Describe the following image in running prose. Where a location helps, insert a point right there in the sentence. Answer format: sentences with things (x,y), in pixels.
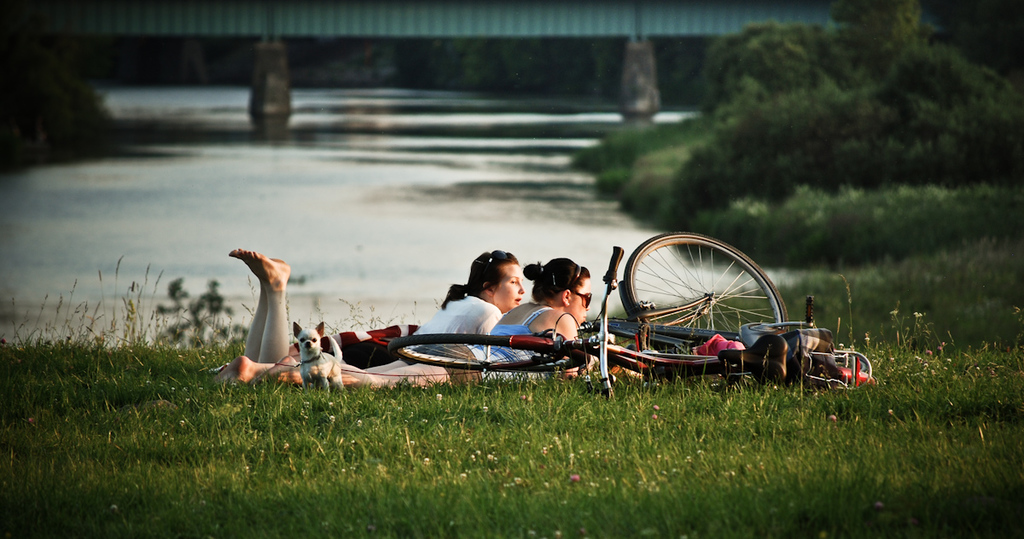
In this image there are two women (478,328) lying on the ground (392,428). Beside them there are cycles (684,334) on the ground (327,418). There is grass (332,455) on the ground (295,465). In the foreground (312,375) there is a dog (318,369) standing on the ground (338,401). Behind them there is the water (286,152). At the top (107,22) there is a bridge (456,18) across the water (337,145). To the right (785,76) there are trees (828,139).
